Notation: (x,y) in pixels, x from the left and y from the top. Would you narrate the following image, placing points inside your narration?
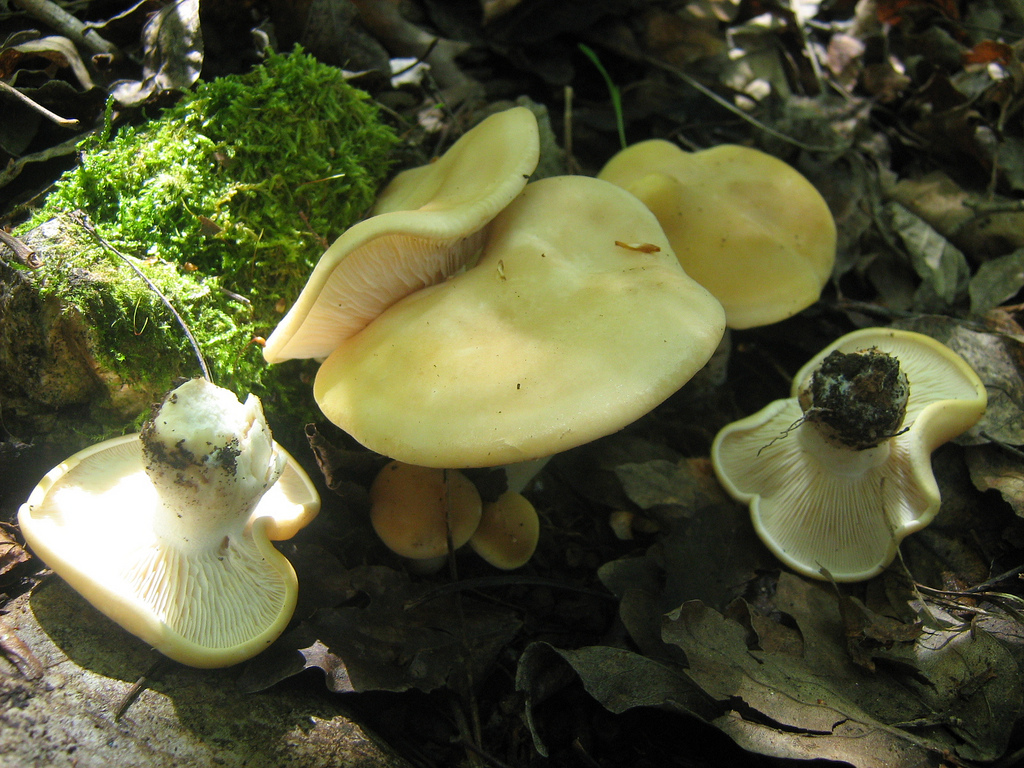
In this image at front (761,454) there are mushrooms (751,435) and at the bottom (673,702) there are some dried leaves (876,233). We can also see a plant (229,204).
